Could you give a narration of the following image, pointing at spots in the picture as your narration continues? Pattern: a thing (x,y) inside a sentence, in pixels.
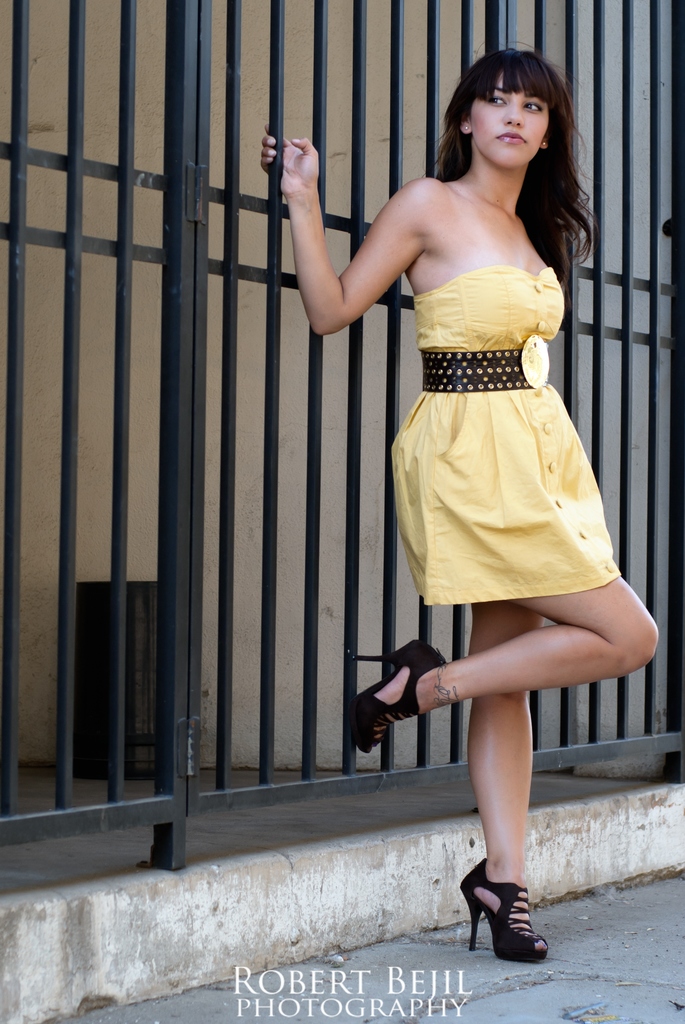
In this picture we can see a woman (554,603) wearing a yellow dress (486,568) and standing. This is a black grill (427,85). Here we can see watermark (290,1007).
